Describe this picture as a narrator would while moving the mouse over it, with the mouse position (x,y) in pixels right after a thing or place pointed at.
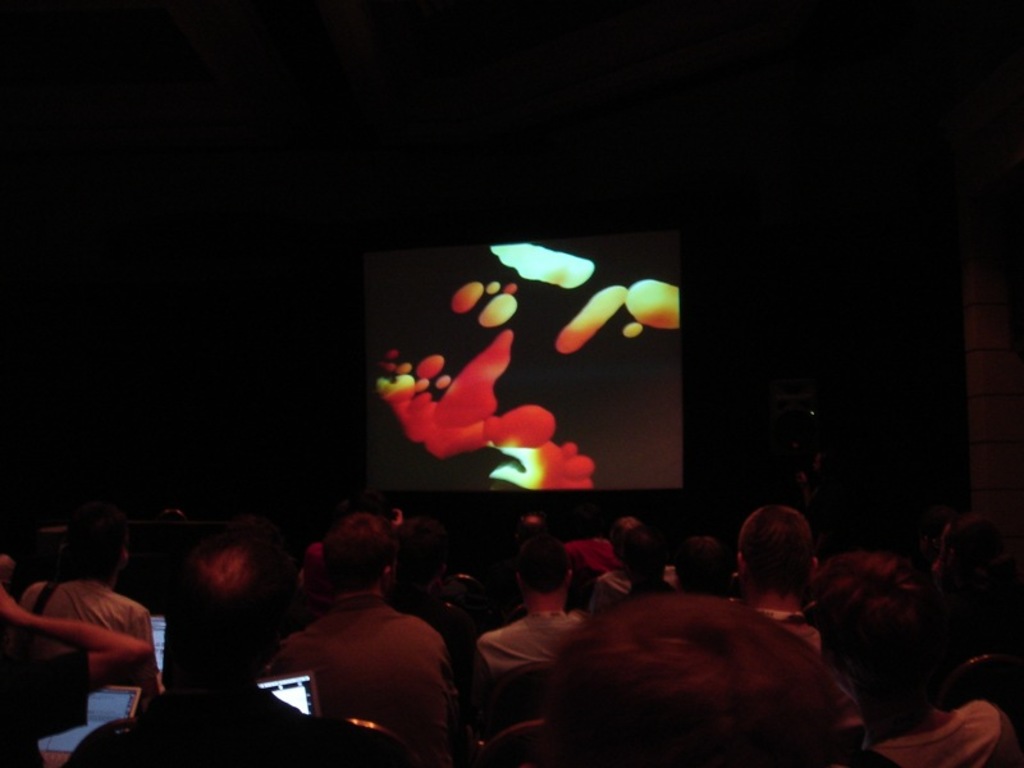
In this picture we can see a few people (530,563) from left to right. There are some laptops (127,714). We can see some colorful things (394,358) on a projector screen (401,443). There is the dark view visible in the background (223,418).
